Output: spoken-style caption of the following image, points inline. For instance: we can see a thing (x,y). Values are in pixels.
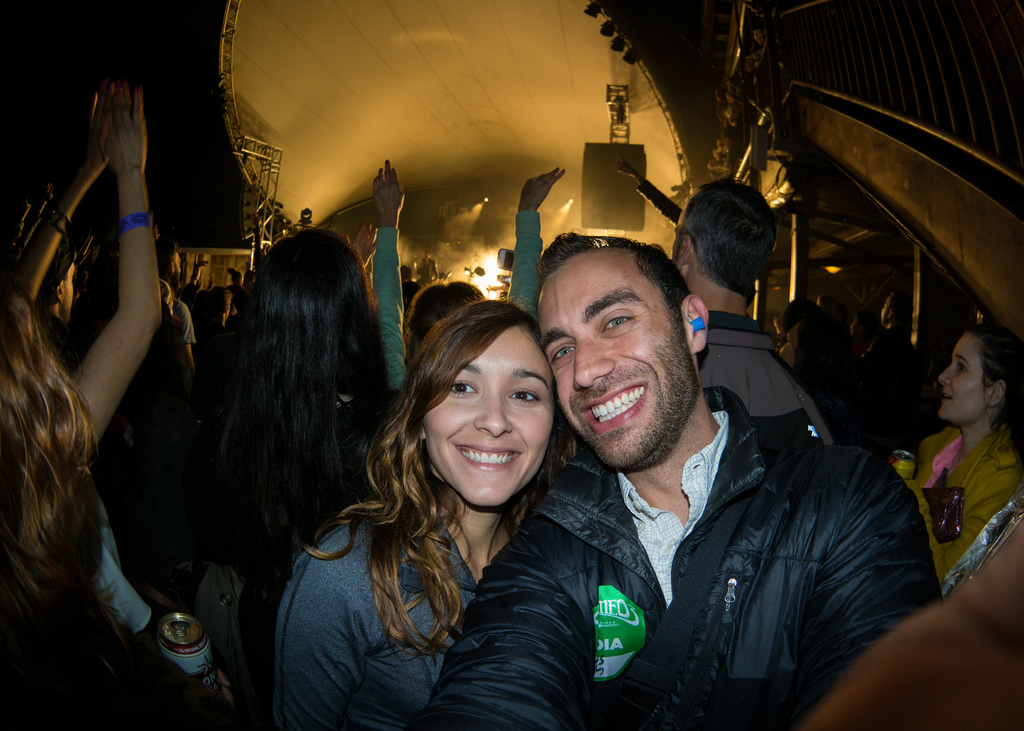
In this image there is a man (689,571) and a woman (403,573) taking picture, in the background (164,493) there are people (200,463) standing and there are lights (474,281).
